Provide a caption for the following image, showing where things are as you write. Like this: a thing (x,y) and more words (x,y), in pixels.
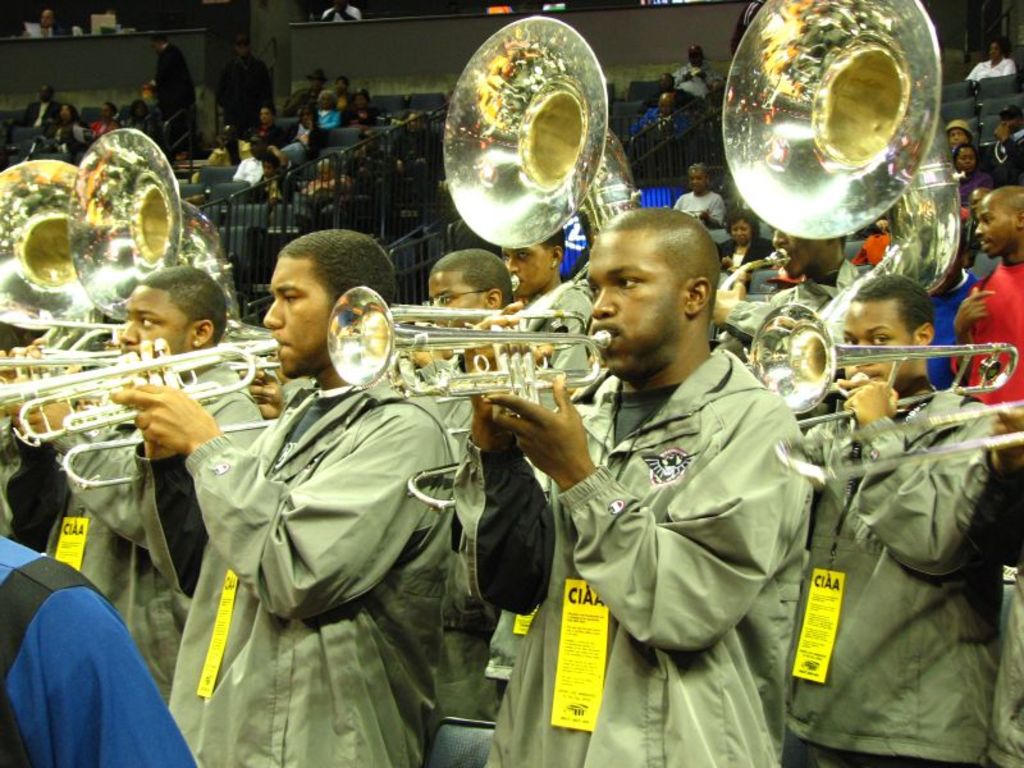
In this image I can see the group of people (673,479) are playing the musical instruments (451,393). In the background (236,254) I can see the railing (378,232) and few more people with different color dresses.
